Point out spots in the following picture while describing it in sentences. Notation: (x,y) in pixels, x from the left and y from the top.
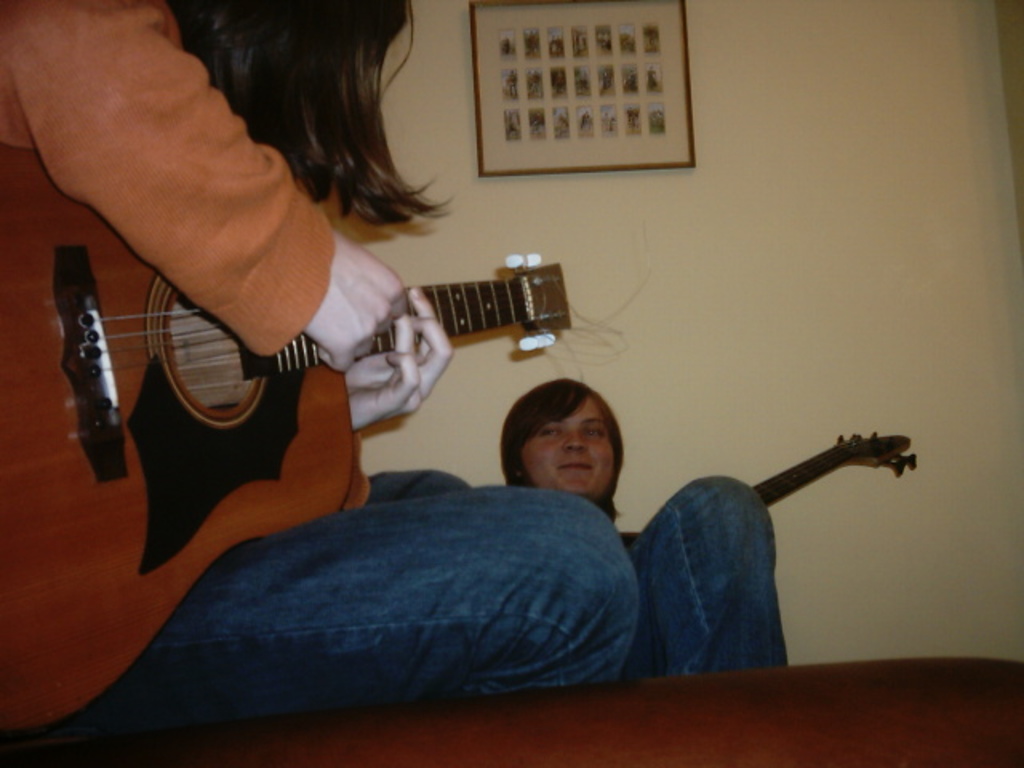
This picture is clicked in a room (556,166). There are two persons (582,413), one woman (211,159) and one man (694,498). Woman (312,24) is wearing orange sweater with blue jeans (324,552), she is sitting in a sofa (450,700) and playing a guitar (122,352) and man (508,420) watching her. in the background (732,198) there is a wall (743,252) and a frame (581,107) hanging to it.
